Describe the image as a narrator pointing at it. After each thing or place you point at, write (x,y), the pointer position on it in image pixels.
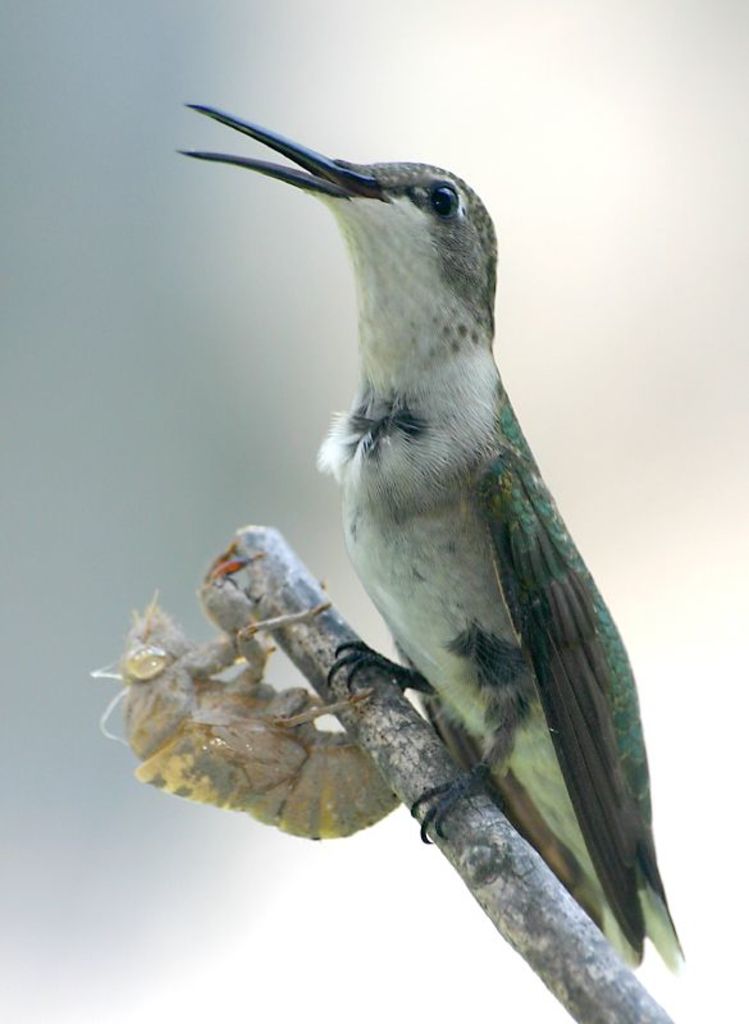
In this image we can see bird (473,226) and insect (244,728) on the stick (432,827).
